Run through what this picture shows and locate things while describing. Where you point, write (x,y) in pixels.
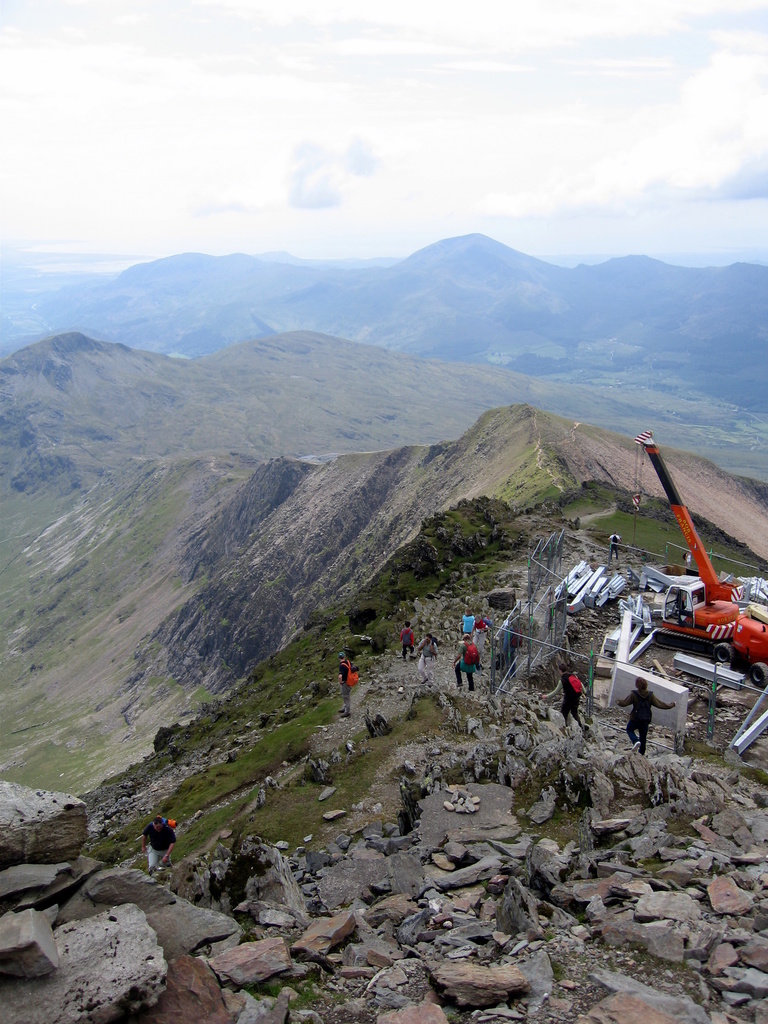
in this image we can see these people (637,739) are standing on the hills (411,756). Here we can see the crane (706,650), rocks (460,801), hills (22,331) and sky (339,152) with clouds (413,150) in the background (412,173).
